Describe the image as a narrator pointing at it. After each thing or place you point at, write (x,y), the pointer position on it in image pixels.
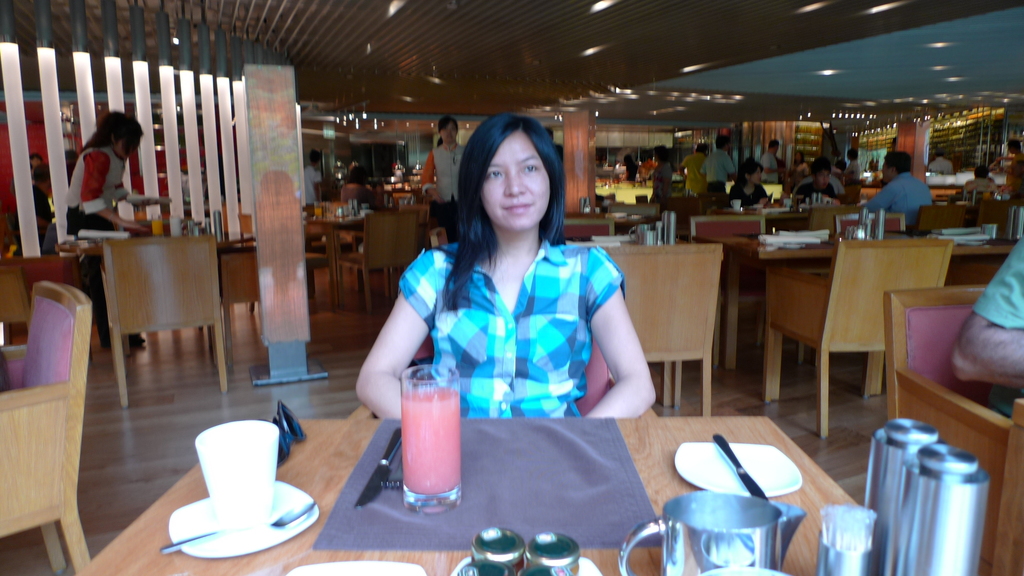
In the image we can see there are many people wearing clothes (476,314) and they are sitting and some of them are standing. We can even see there are chairs (827,311) and tables (337,230). On the table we can see water jug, plates (218,542), on the plate (298,503) is a spoon (264,527), knife (724,446) and glass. Here we can see floor (183,383), fence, pillar (263,139) and lights (690,66).
